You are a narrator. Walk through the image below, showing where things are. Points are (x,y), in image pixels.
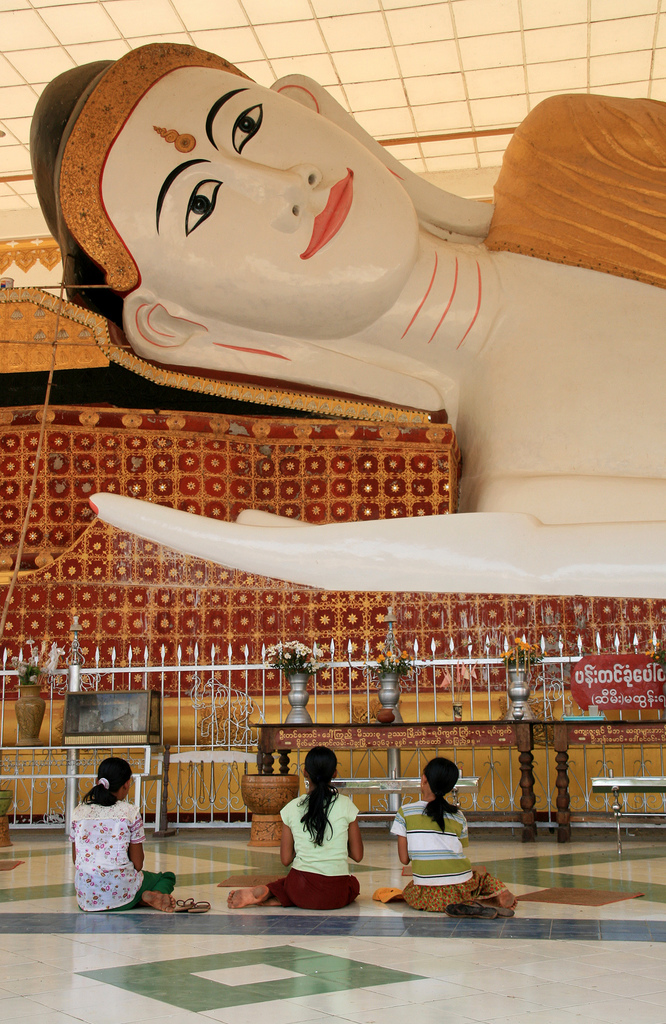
In this image I can see there are three girls (351,868) sitting on the floor (70,912) and I can see statue of lord (540,362) and I can see a colorful cloth (185,582) kept beside the statue (550,400) and I can see a table (440,736), on the table (436,733) I can see flower pots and the table (530,833) is kept in the middle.
